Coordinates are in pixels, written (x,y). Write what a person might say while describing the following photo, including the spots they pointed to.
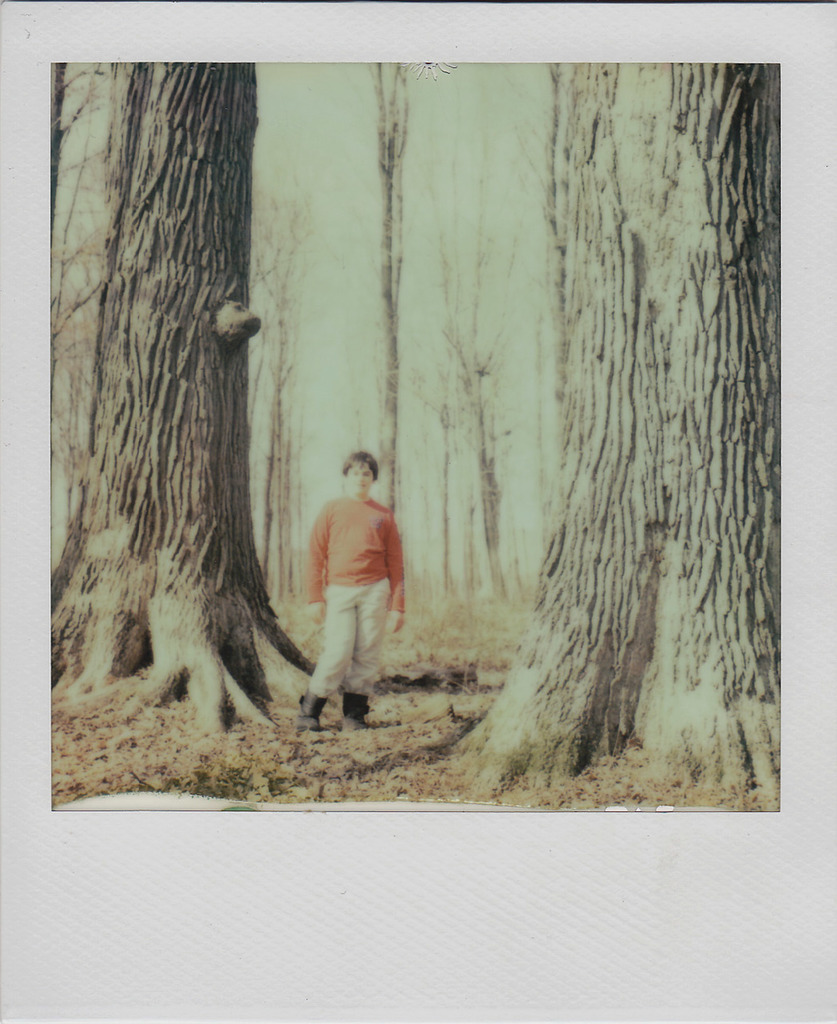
Here, we can see a picture, in that picture there is a person (339,537) standing in between two tree trunks (137,132).
